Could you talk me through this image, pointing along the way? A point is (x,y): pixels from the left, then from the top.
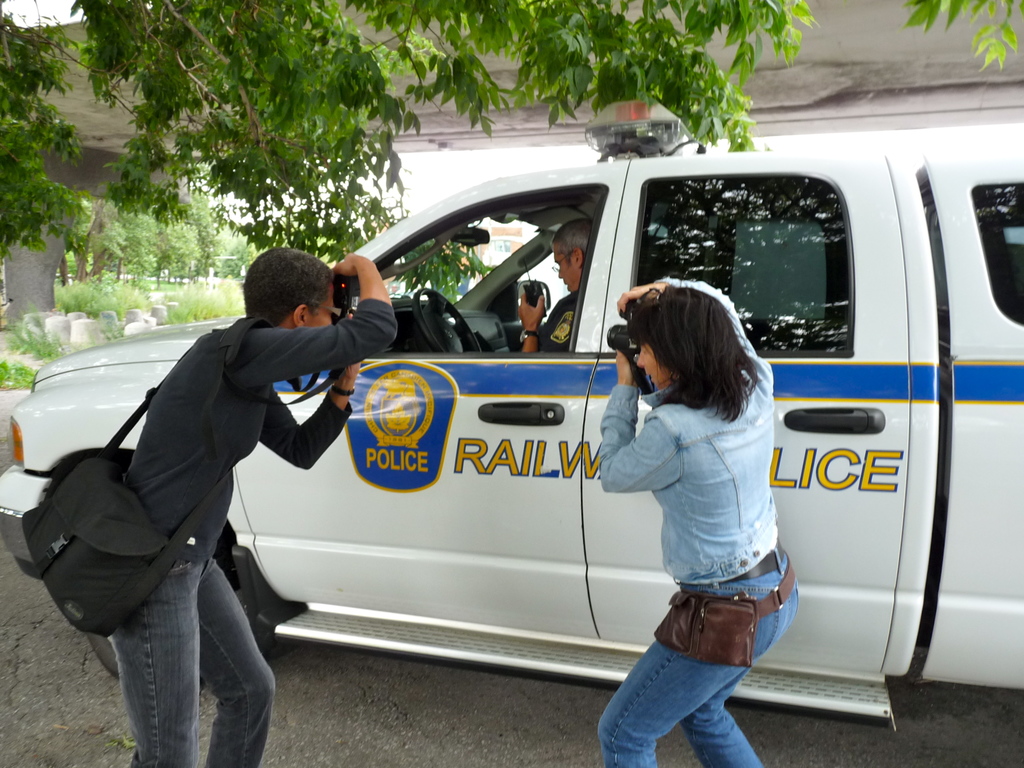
In this image we can see two persons (312,345) holding a camera (341,285) and the man (204,489) is wearing a bag (140,583). In the car (513,276) there is a person (557,328) sitting. At the background (201,147) we can see trees (172,118).
